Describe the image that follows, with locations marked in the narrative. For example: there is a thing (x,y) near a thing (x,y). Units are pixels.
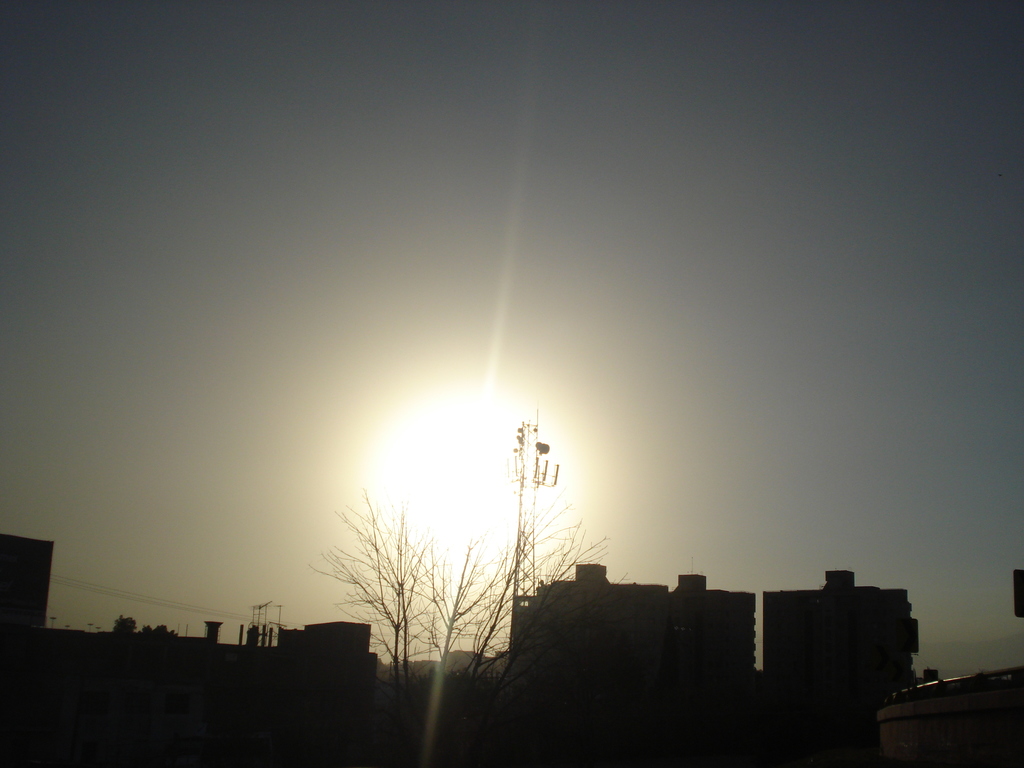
This image is taken at the time of sunrise there are buildings (251,681) on right side (755,650) and left side (80,682) in the middle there is plant (429,612) in the background (527,159) it is a sky (336,355).
